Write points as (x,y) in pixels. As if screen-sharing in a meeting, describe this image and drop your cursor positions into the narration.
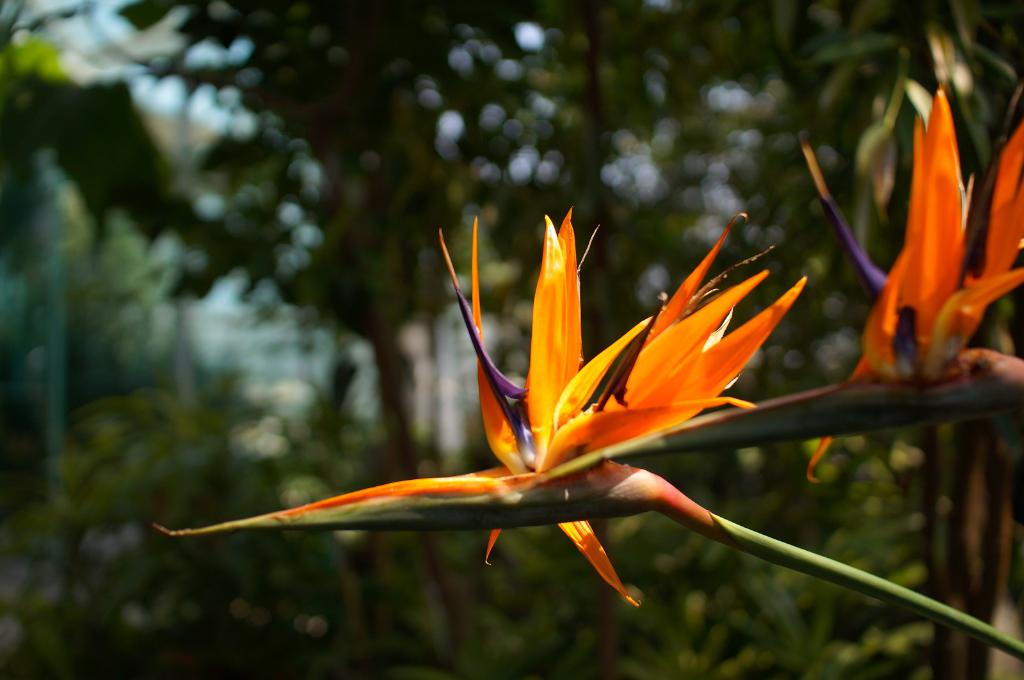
In this picture I can observe orange color flowers (639,390) in the middle of the picture (646,373). In the background (185,377) I can observe trees (480,83).
